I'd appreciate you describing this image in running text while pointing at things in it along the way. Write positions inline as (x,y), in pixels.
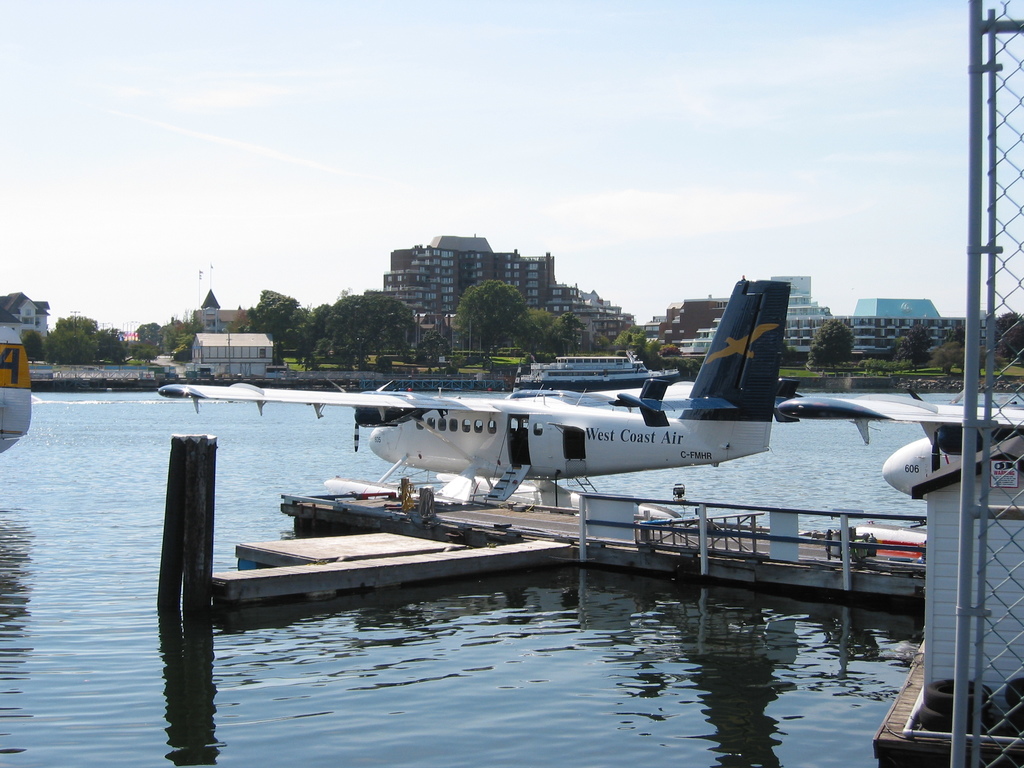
In this image we can see airplanes (691,436) on the water (811,520), there is a ship (582,369) on the water (248,502) and there is a fence (993,417) on the right side of the image (1009,391) and in the background (815,334) there are few buildings (796,320), trees (533,333) and sky (459,162).
